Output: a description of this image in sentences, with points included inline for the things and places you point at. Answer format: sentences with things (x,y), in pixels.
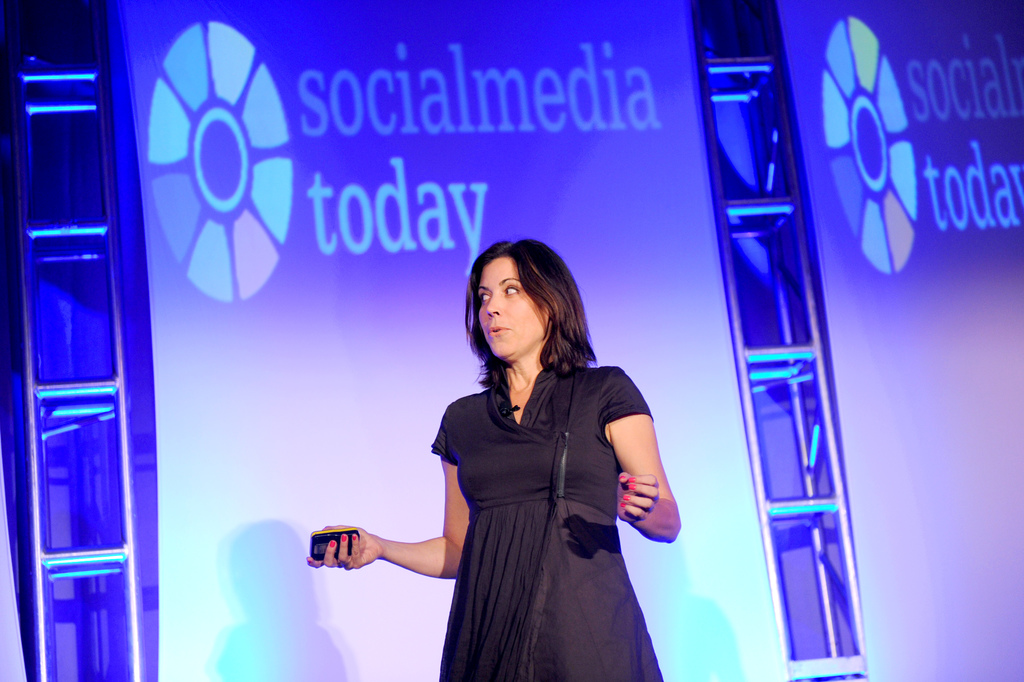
In the image we can see a woman (600,406) standing, wearing clothes (568,406) and she is holding a device (316,552) in her hand (347,546). Behind her we can see the ladders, projected screen (481,154) and text (505,124) on it.
